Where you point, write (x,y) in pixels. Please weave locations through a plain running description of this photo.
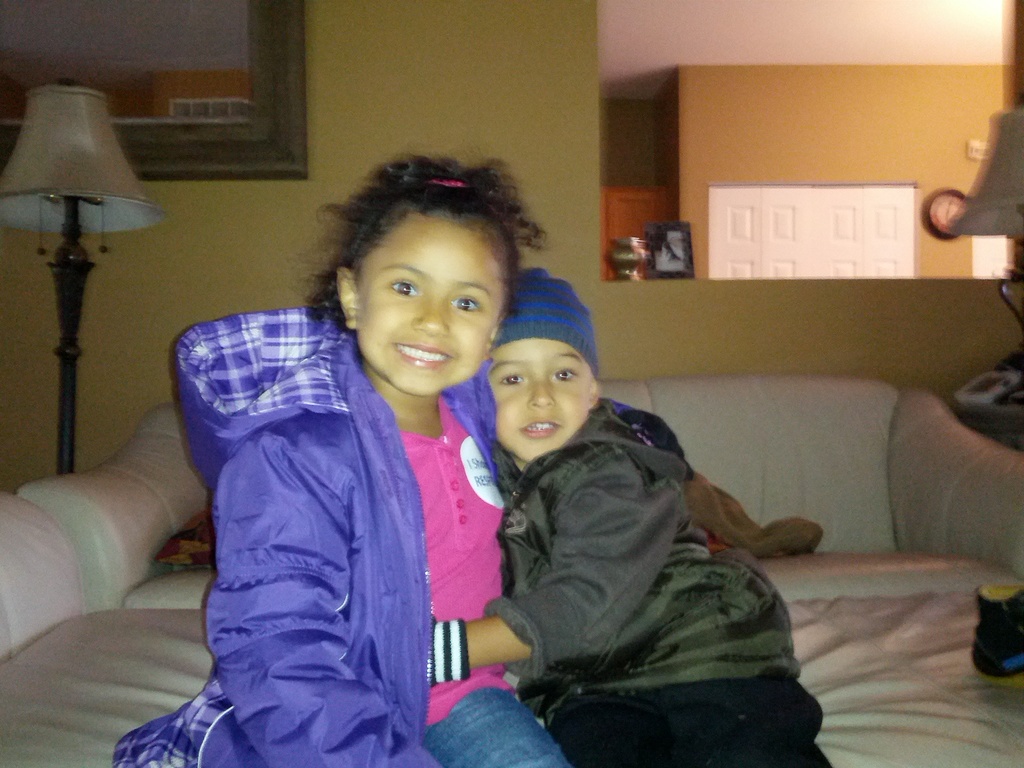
In this image, we can see kids (461,424) wearing coats (483,432) and one of them is wearing a cap (543,327) and are sitting on the bed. In the background (604,390), there is a couch (795,447) and we can see some cushions (195,534) and there are lights (998,223), a clock (953,215) on the wall (870,144), doors (827,239) and we can see some objects (620,261) and a frame (671,261) are placed on the wall (354,120) and there is a window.
